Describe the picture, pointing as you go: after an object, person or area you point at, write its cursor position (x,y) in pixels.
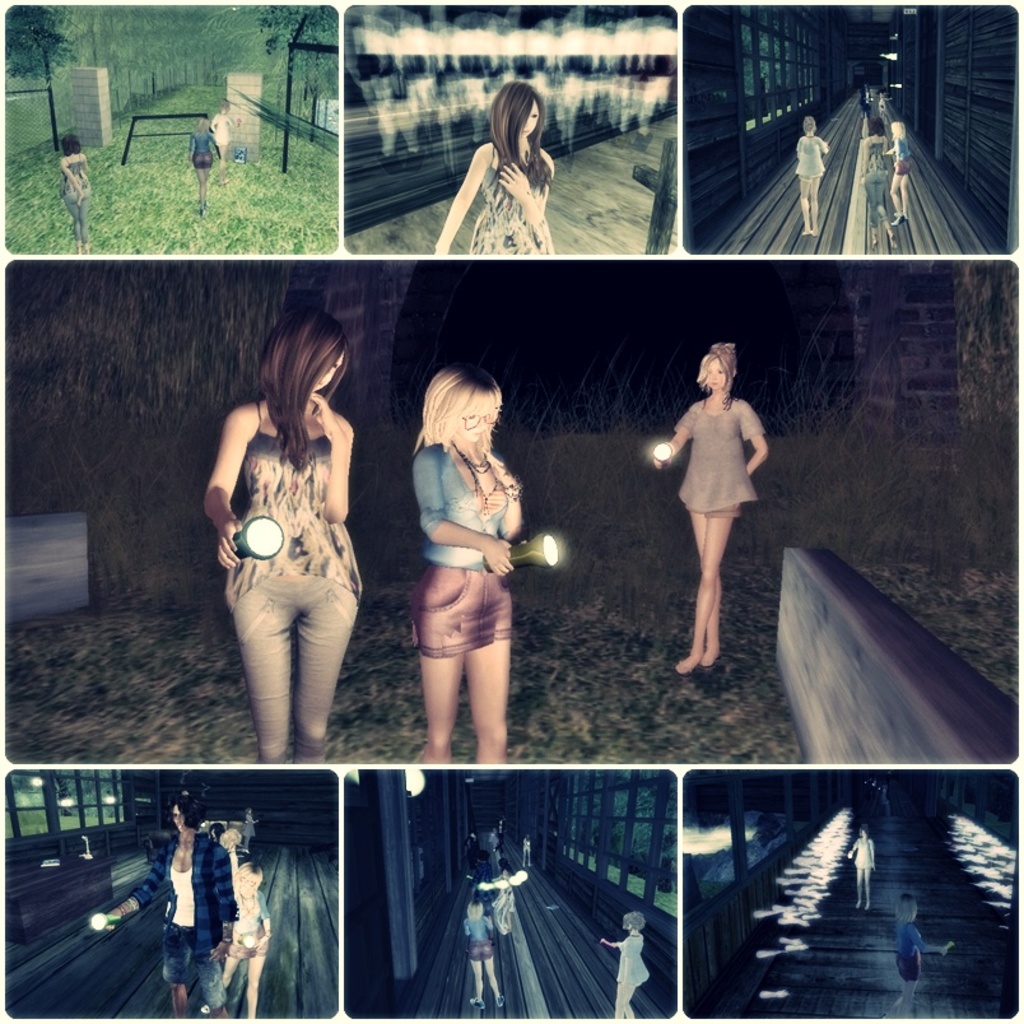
In the image we can see there is a collage of pictures. There are people (895,140) standing on the ground (591,153) and there are women (500,497) holding torch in their hand (487,539).
